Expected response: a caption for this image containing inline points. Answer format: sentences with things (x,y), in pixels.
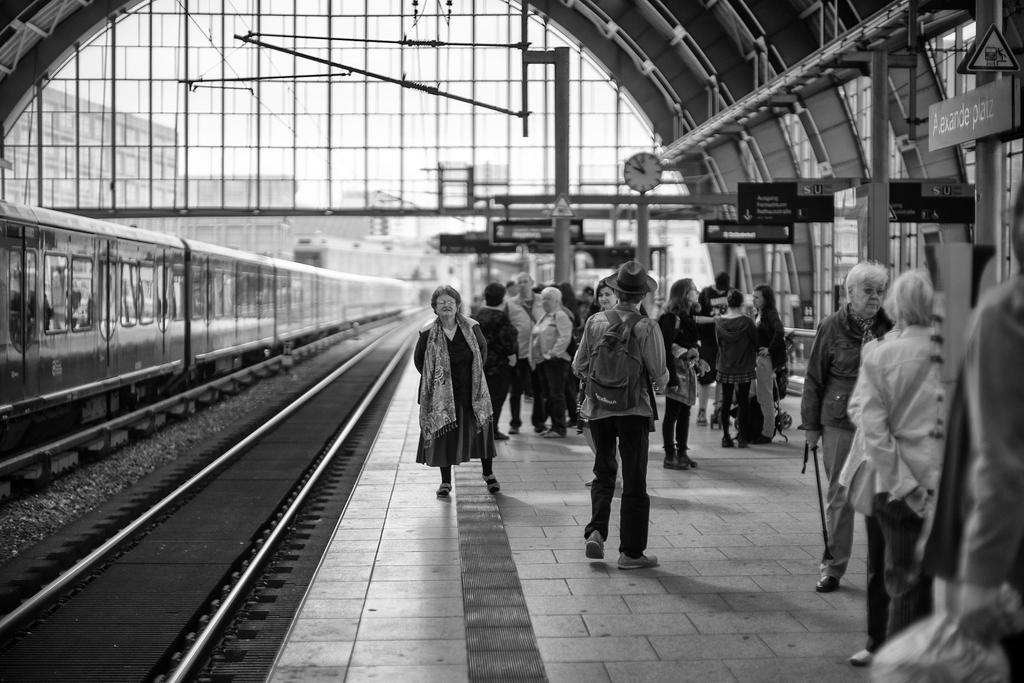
It is the black and white image in which we can see there is a train (132,319) on the railway track (168,410). On the right side (684,568) there is a platform (681,493) on which there are so many people (671,422). In the background (358,235) there are buildings (283,225). On the right side (888,215) there are poles (557,188) to which there are wires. In the middle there is a clock (639,171) attached to the pole (643,197). Beside the clock (656,182) there are boards (930,206).
